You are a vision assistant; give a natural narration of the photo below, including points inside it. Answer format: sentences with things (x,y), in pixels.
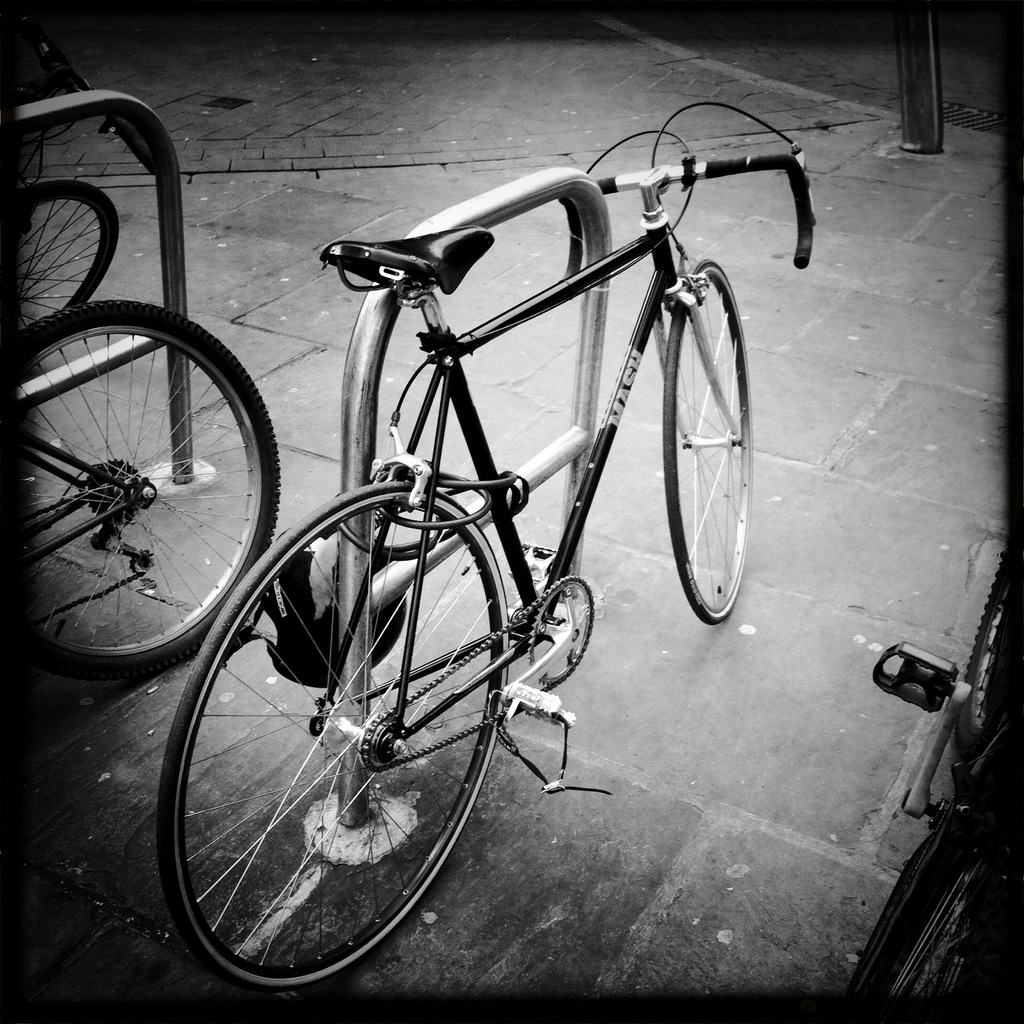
In the image there is a bicycle (443,350) locked to a metal stand (389,340) on the side of the road (556,146), on either side of it there are few bicycles (141,525).
